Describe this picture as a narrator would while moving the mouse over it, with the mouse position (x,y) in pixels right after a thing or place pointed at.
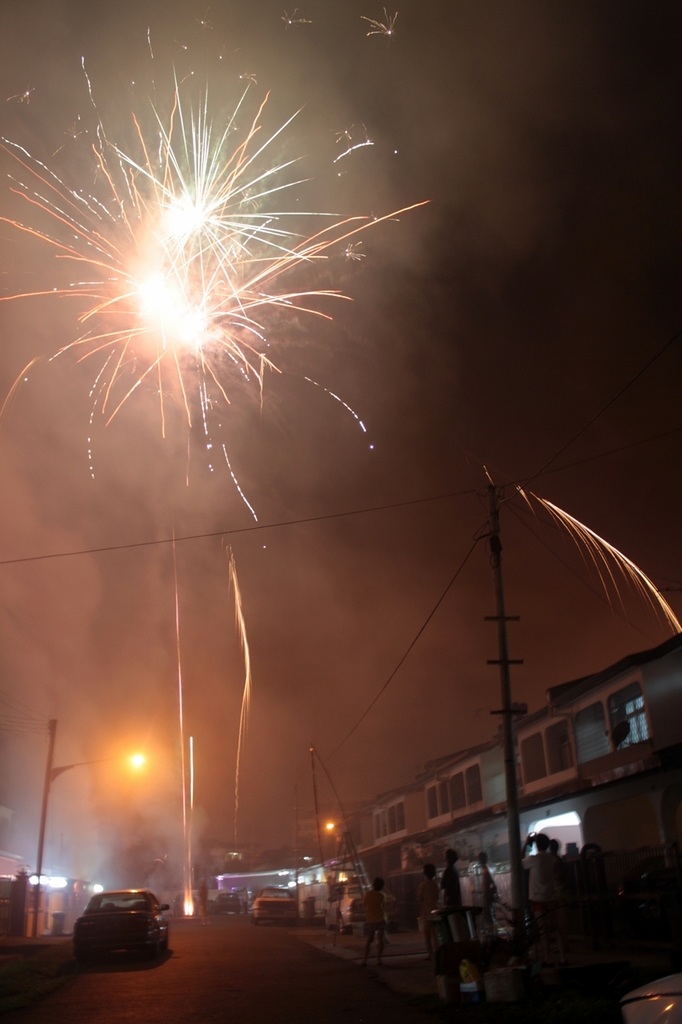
In this picture we can see the view of the road (335,992). On the right corner (501,888) we can see small houses (541,791) and electric poles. On the sky (512,549) we can see the burning crackers (204,403).
